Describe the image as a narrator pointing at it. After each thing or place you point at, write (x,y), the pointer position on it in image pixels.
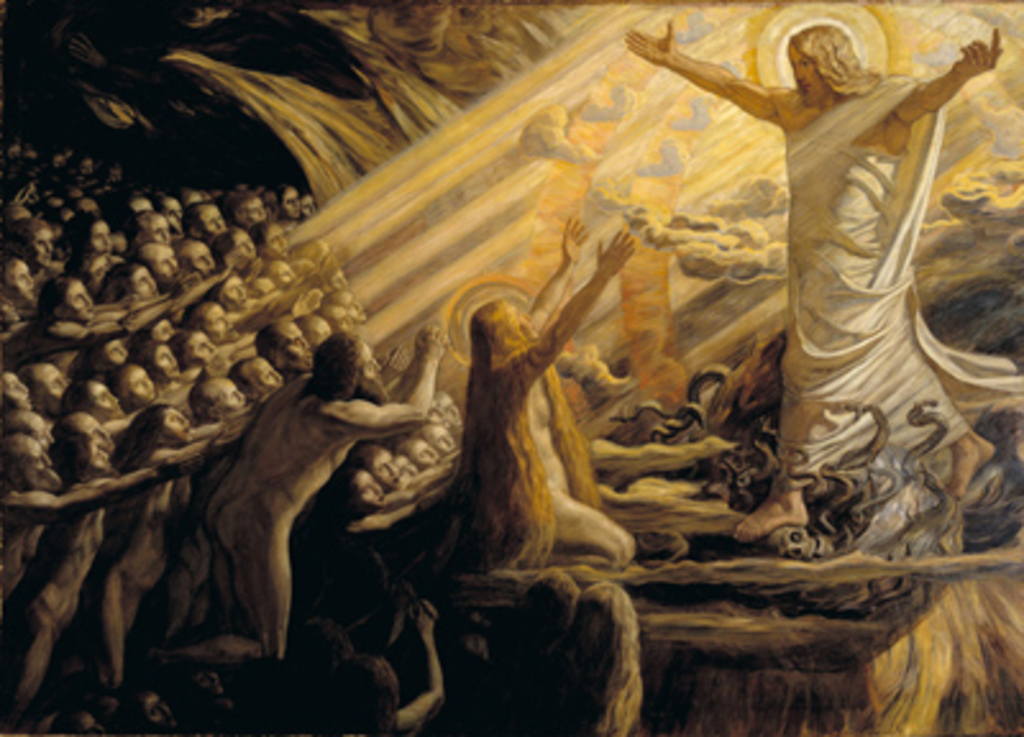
This is a painting and in this painting we can see a group of people (268,301) and some objects (317,152).
